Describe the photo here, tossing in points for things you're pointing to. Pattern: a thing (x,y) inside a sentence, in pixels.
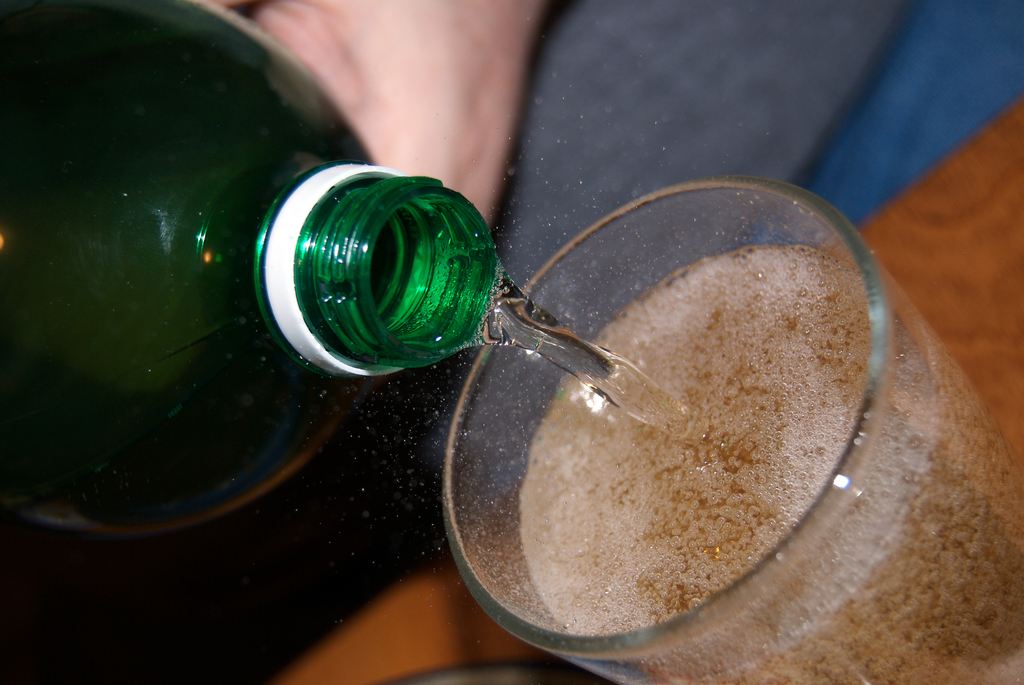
Here we can see a glass (919,366) on the table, and some drink (644,493) in it, and here is the bottle (316,286) and water (677,418) in it.
